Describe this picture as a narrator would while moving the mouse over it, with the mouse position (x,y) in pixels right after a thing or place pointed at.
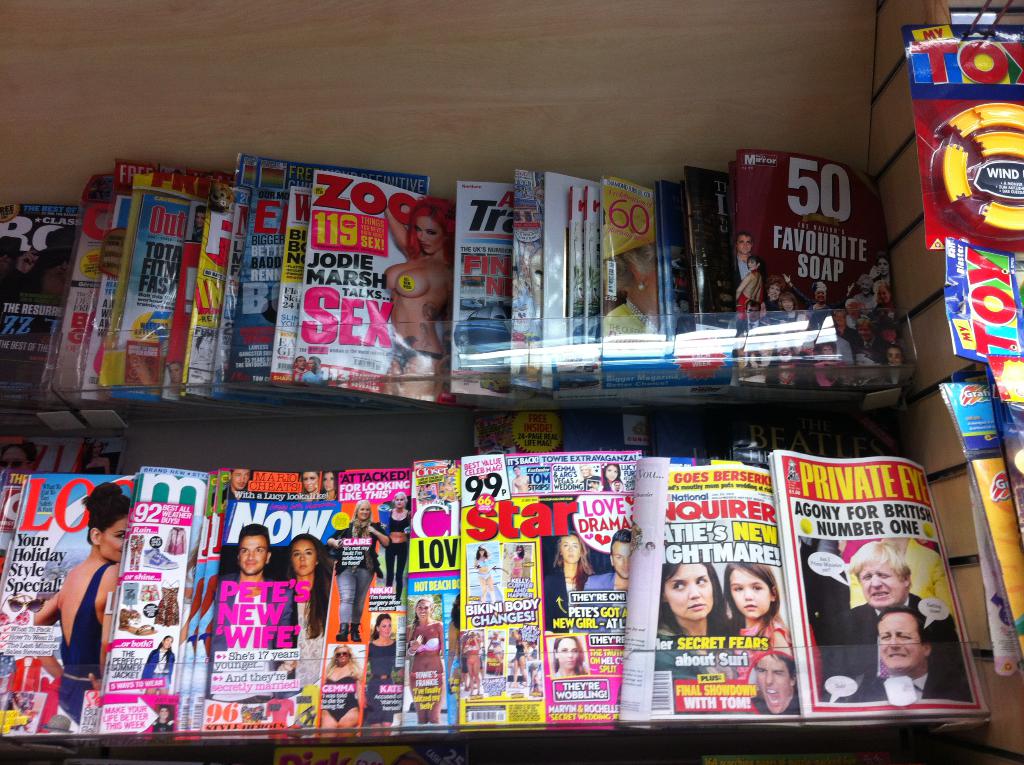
In this image, I can see different types of magazines (285,325), which are kept in the racks (320,421). These look like toys (986,310), which are hanging to the wall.
